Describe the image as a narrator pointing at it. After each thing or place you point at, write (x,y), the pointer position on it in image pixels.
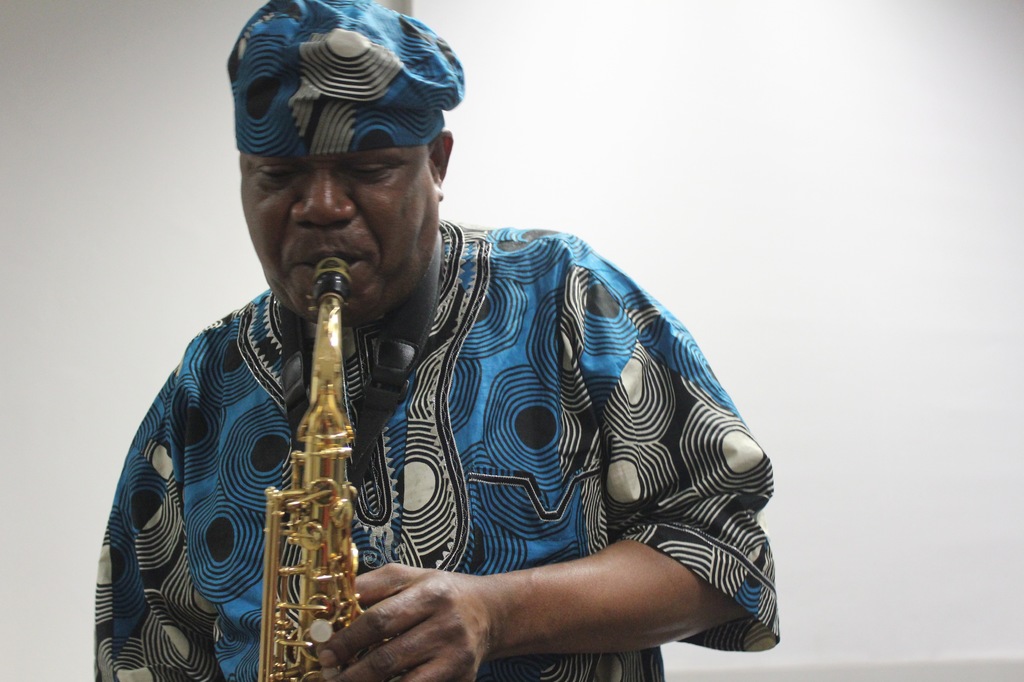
The picture consists of a person (348,116) playing a musical instrument (322,477). In the background (106,310) we can see wall (854,481).
